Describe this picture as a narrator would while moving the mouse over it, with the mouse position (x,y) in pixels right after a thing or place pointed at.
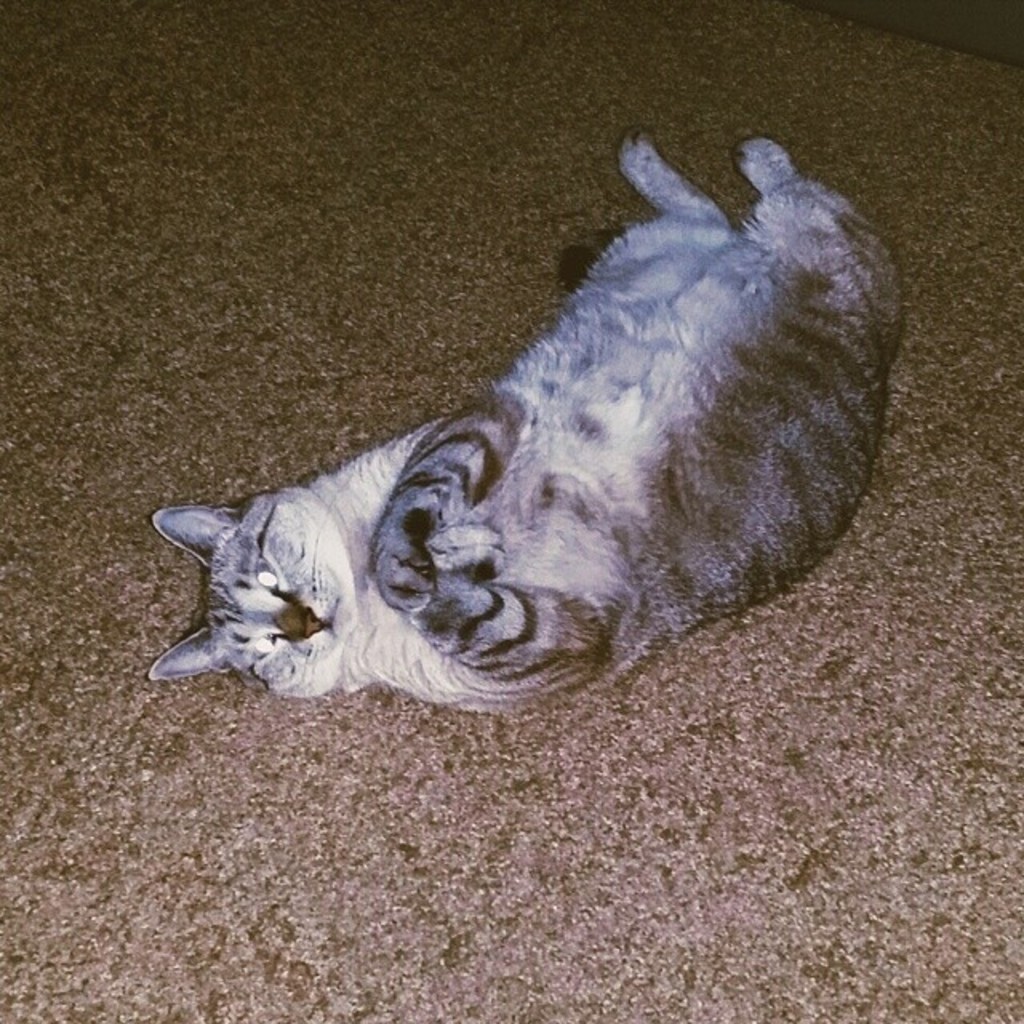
In this picture there is a grey and white color cat (624,483) lying on the brown color flooring (613,865).
